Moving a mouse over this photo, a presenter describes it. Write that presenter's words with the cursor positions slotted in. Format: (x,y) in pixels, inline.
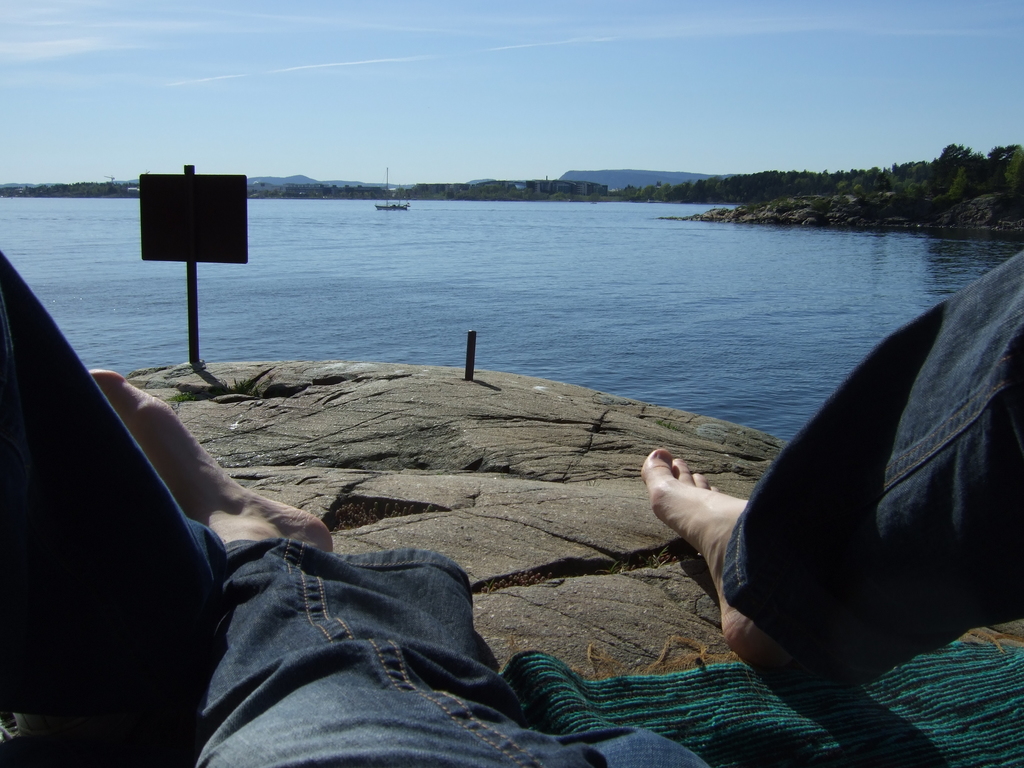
There is a person (1018,399) at the bottom side of the image (452,753) on a rock (604,618) and there is a notice board (200,259), a boat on a water (422,227), trees (676,192), sky (570,120), it seems like mountains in the background area (604,157).
